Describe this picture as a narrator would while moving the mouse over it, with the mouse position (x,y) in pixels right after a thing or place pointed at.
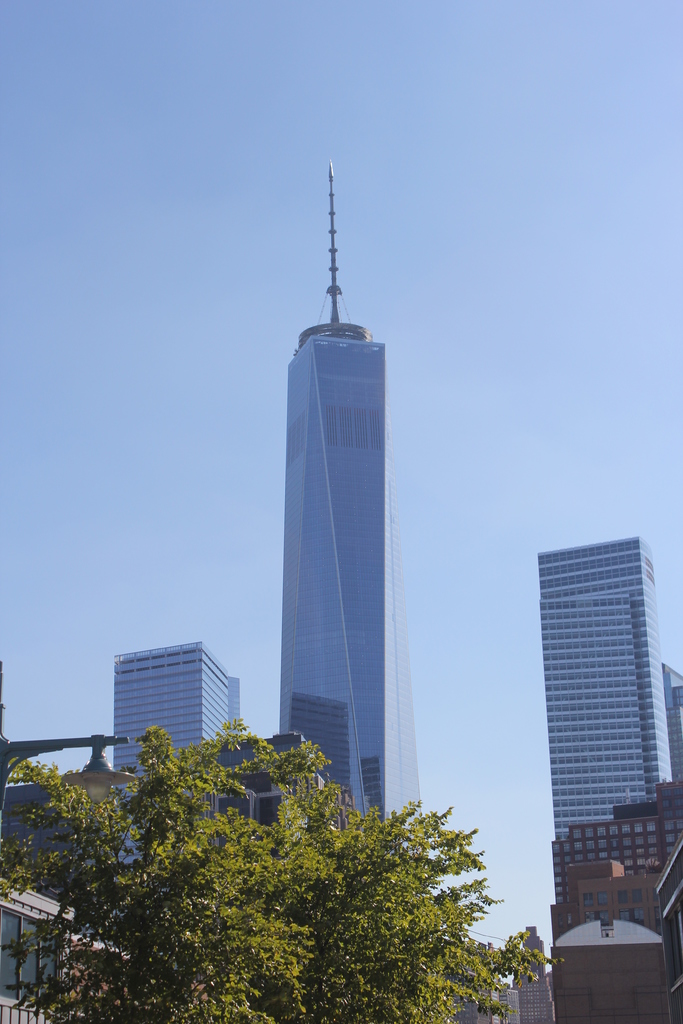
In the center of the image (332,565), we can see buildings (142,830) and trees (361,888) and at the top (395,199), there is sky (482,129).
